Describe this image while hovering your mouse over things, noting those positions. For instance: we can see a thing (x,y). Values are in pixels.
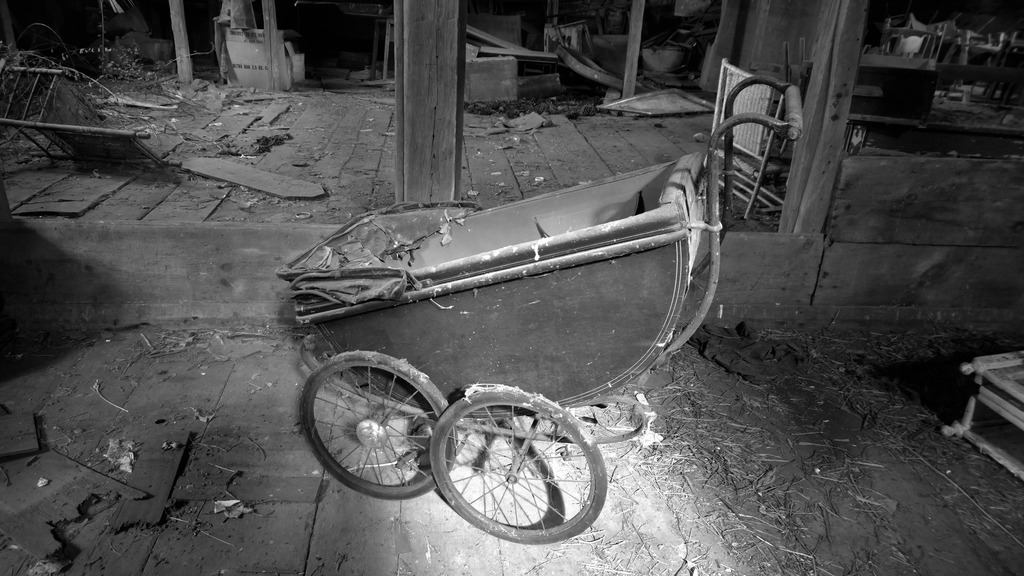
In this picture there is a vehicle (564,331) in the foreground (519,271). At the back (675,84) there is a chair (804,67) and there are objects (502,45) and there is a wooden wall (799,317). On the right side of the image (930,18) it looks like chairs (956,35) and there is an object (1002,458). At the bottom (390,565) there is a wooden floor (601,536) and there is grass (760,392) and there are objects (235,165).
